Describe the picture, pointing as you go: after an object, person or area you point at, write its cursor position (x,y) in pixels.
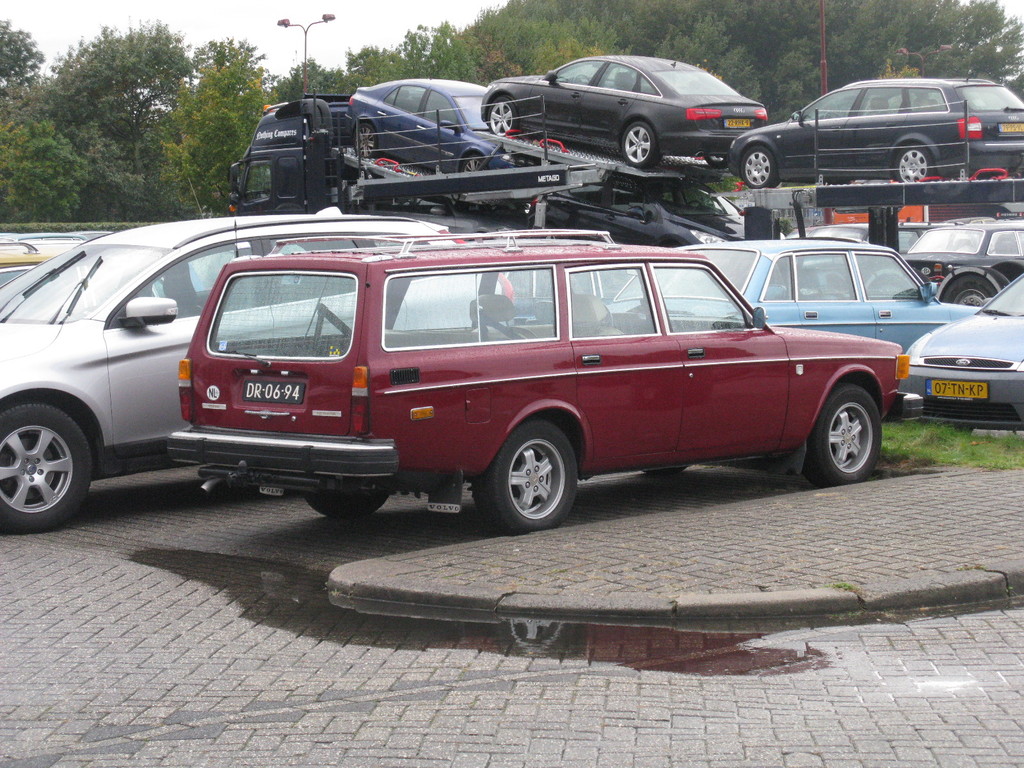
Here we can see cars (918,287). This is grass (965,452). In the background (219,180) we can see trees (927,26), poles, and sky (301,32).
